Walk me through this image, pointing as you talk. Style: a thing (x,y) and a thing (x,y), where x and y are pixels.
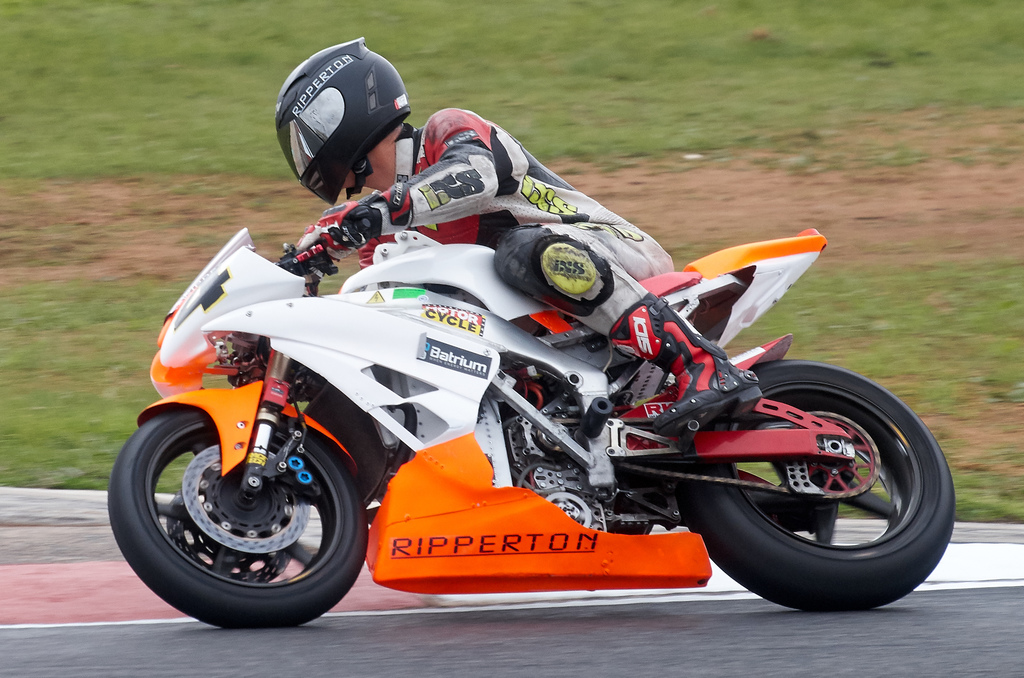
In this image in the center (469,232) there is one person (603,302) who is sitting on a bike (473,456) and he is wearing helmet (317,143) and riding. At the bottom (461,634) there is road (850,628) and in the background (132,253) there is some grass (135,345) and sand (588,165).
